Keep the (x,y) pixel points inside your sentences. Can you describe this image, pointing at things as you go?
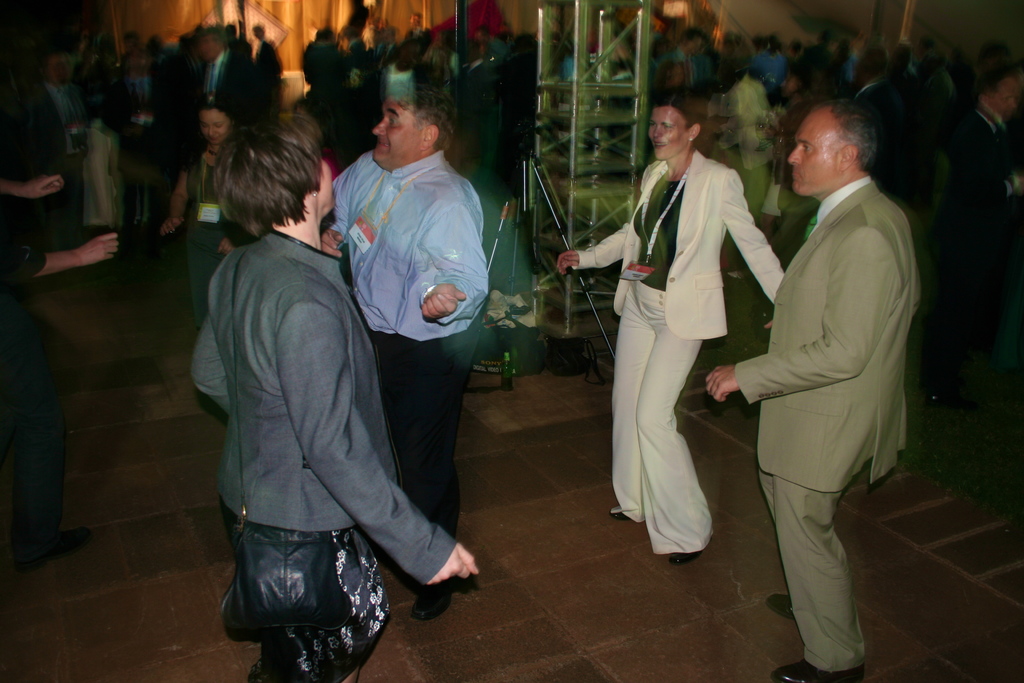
In this image we can able to see some persons (381,139) dancing on the floor (176,320), there is a lady (314,518) wearing a bag (302,559) and we can able to see a bottle (503,372) and bag (501,370) on the floor (536,390), in the middle of the picture (568,270) there is a pillar (570,218), and few persons (674,182) are wearing access cards (371,228).
